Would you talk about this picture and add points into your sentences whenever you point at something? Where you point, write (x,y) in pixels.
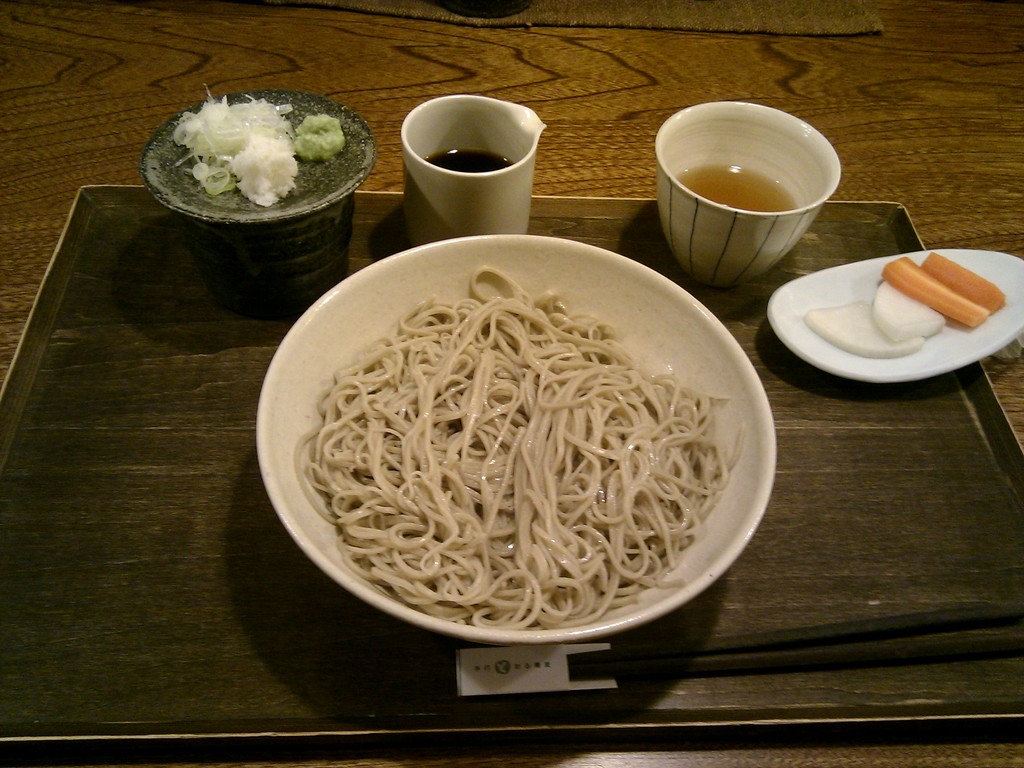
In this image I can see a brown colored table (473,59) and on it I can see a black colored tray (184,408). On the tray (236,436) I can see a glass (432,209) with liquid (455,168) in it, a bowl (705,208) with brown colored liquid (738,196) in it, a bowl (664,306) with noodles (499,404) in it and a black colored object (286,236) with a food item (286,166) which is white and green in color on it. I can see a white colored plate (803,354) with radish (888,334) and carrot pieces (940,285) on it.
